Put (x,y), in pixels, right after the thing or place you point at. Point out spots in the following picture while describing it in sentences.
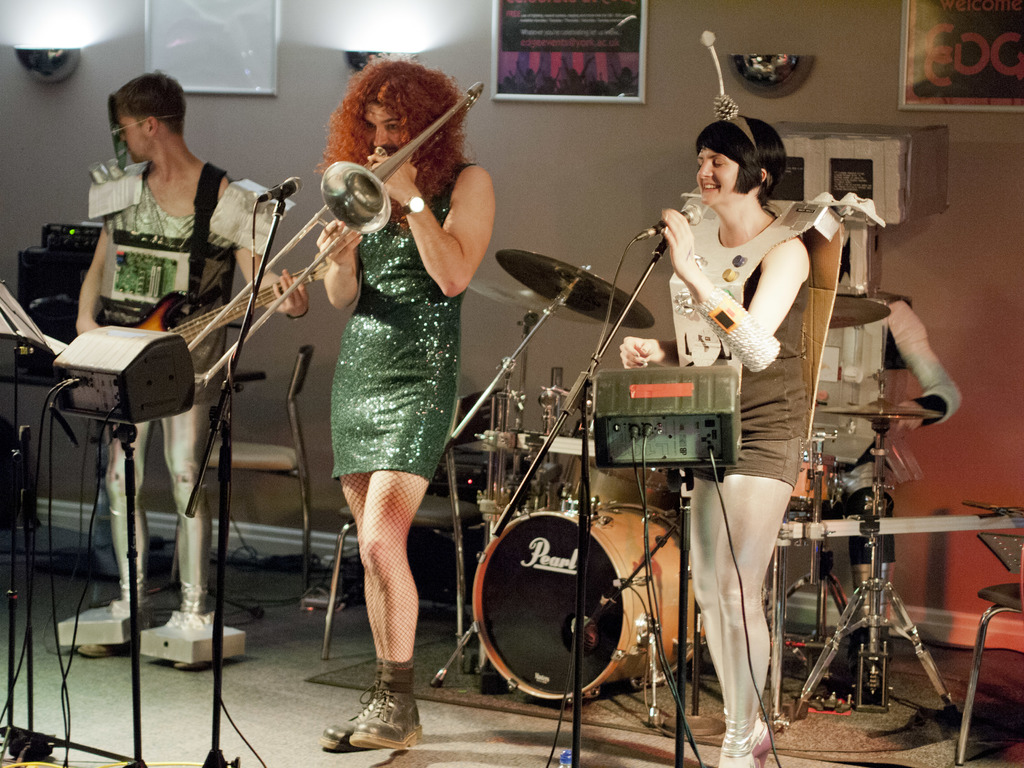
Here we can see a group of people (185,189) in costumes (913,199) and starting from right side we can see a person (846,334) playing drums (850,526) and a woman (797,339) singing with a microphone (647,234) in front of her and the person (390,106) in the middle (355,360) is playing a trombone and beside her we can see a man (230,209) who is playing a guitar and two of them are having microphones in front of them.
